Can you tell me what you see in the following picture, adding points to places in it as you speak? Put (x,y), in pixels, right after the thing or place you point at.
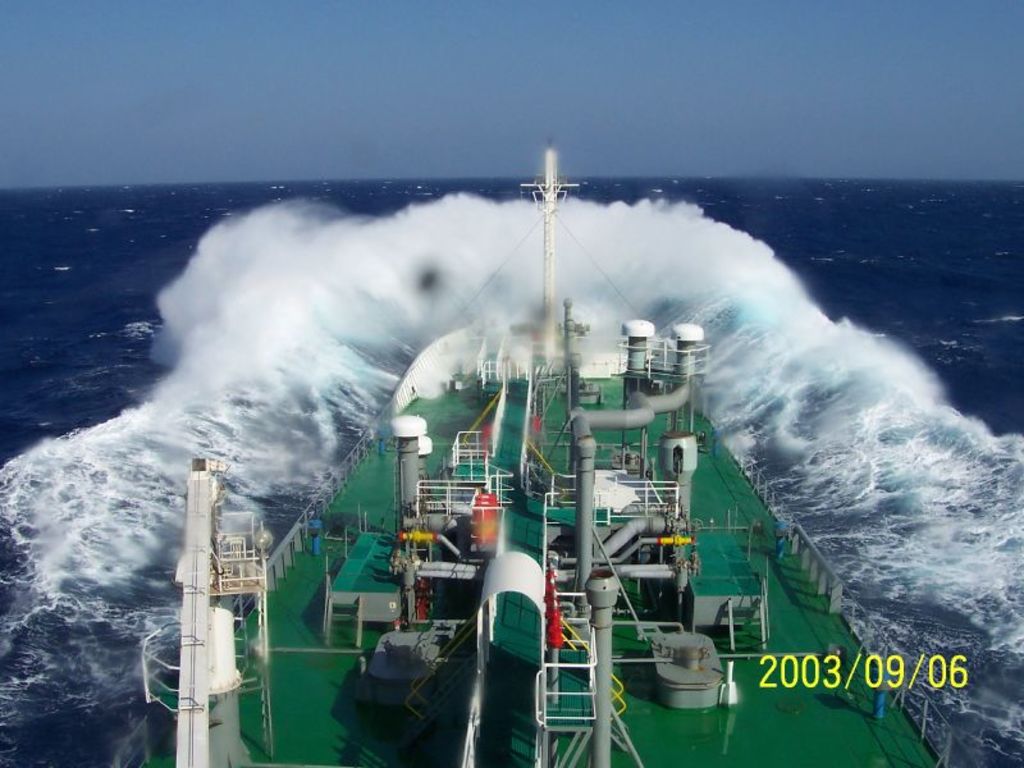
This image is clicked from a top view. There is a ship (578,547) on the water (831,509). Around the ship (518,600) there is the water (970,239). There are waves (722,259) in the water (376,246). At the top (504,102) there is the sky (589,100). In the bottom right (809,675) there is the date (836,662) on the image.
